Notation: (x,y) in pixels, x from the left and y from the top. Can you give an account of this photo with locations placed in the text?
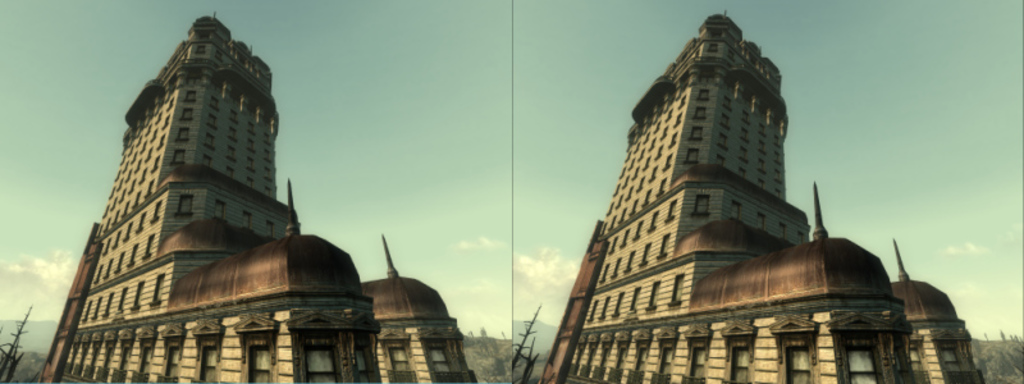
This is a collage image and we can see buildings (632,259).
